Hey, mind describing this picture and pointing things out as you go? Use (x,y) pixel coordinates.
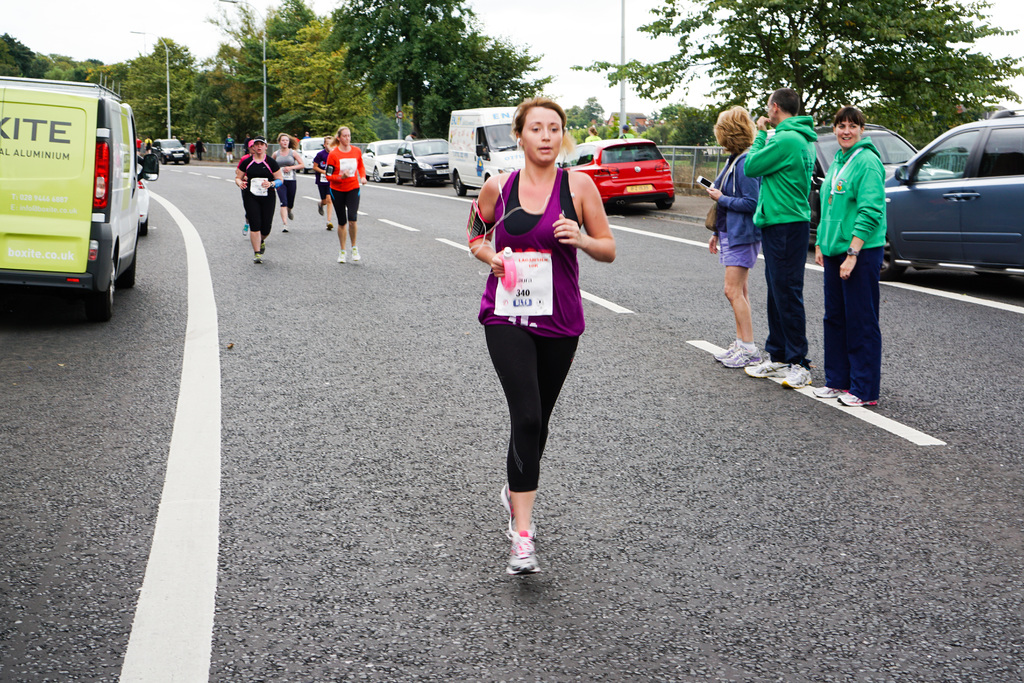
This image is taken outdoors. At the bottom of the image (233,564) there is a road (225,266). In the background (140,83) there are many trees (439,64) and plant (704,132) and there are a few poles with street lights (265,65). On the left side of the image (121,144) two vehicles (118,189) are moving on the road (176,195) and a car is parked on the road (170,178). In the middle of the image (556,383) a few (541,194) are running on the road (339,391) and a few (779,208) are standing. Many cars (414,155) are parked on the road (158,188).
